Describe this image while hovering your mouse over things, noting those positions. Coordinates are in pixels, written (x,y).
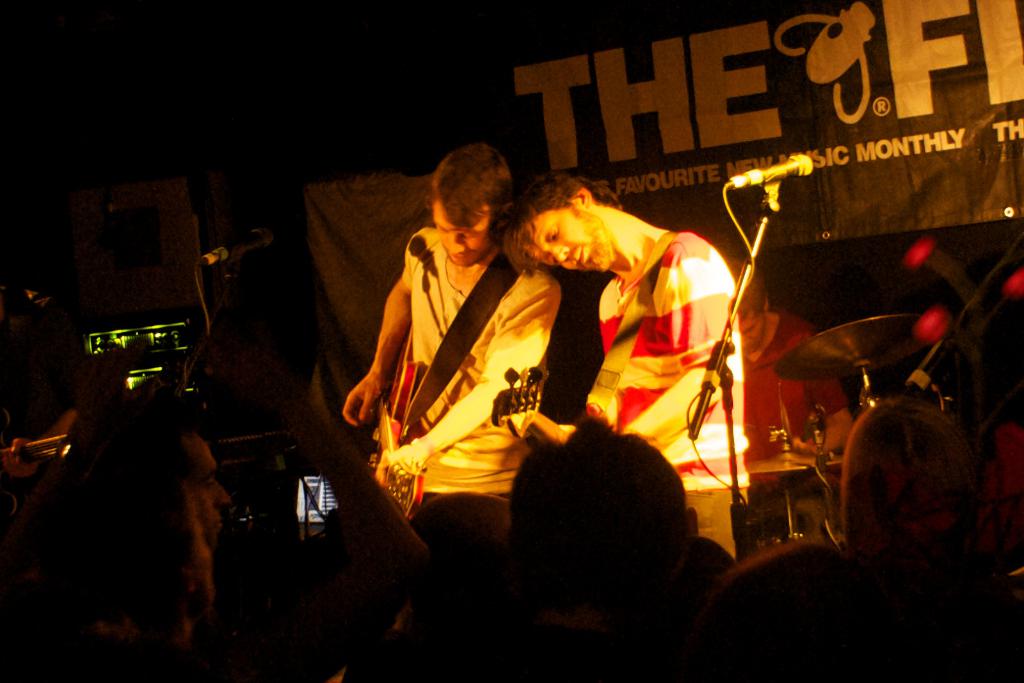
This is an image clicked in the dark. In the middle of the image (459,357) I can see two men (461,301) wearing T-shirts (643,347) and playing the guitars (384,439). At the back (758,345) there is another man (763,421) playing the drums (780,470). Beside these persons (674,372) there is a mike stand (722,358). At the back of these people (644,322) there is a banner (728,99) on which I can see some text (897,61). At the bottom of the image (318,602) I can see few people (398,590) in the dark.
